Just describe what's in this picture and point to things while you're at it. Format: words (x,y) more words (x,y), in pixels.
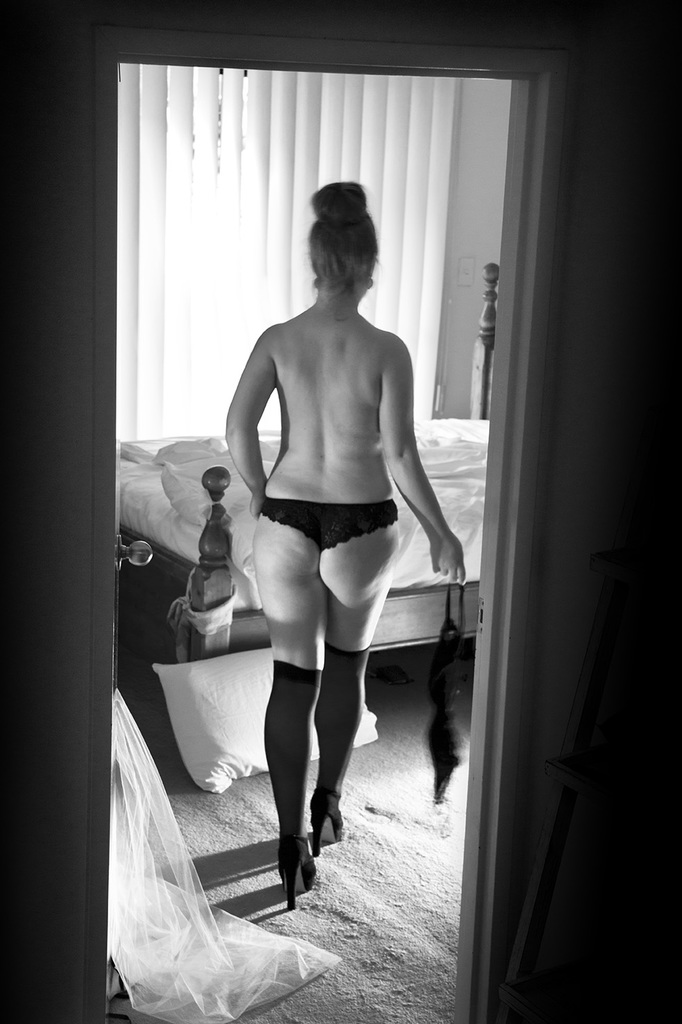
In this image there is a woman (340,493) walking, she is holding an object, there is a bed (395,611), there is a blanket (426,454) on the bed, there is a mat (399,867) on the floor (379,853), there is a cloth (249,925) on the mat (319,905), there is a pillow (252,685) on the mat (272,821), there is a curtain (258,178), there is an object (652,656) towards the right of the image (635,688), there is a wall (638,272) towards the right of the image (623,264), there is a wall (47,381) towards the left of the image (47,511).
